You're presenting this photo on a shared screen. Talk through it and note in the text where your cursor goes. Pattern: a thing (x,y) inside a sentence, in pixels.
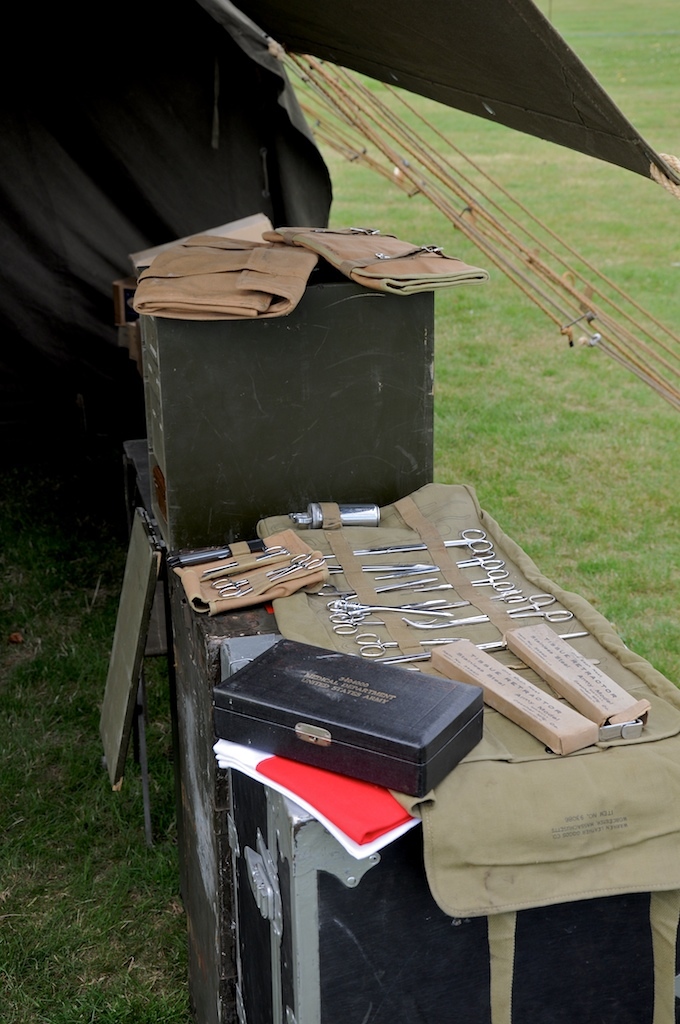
In this picture we can see a box (308,893) and on the box (426,936) there are some tools (443,641) and other things (254,559). Behind the tools (308,555) there are ropes (386,147) and grass (540,466).
